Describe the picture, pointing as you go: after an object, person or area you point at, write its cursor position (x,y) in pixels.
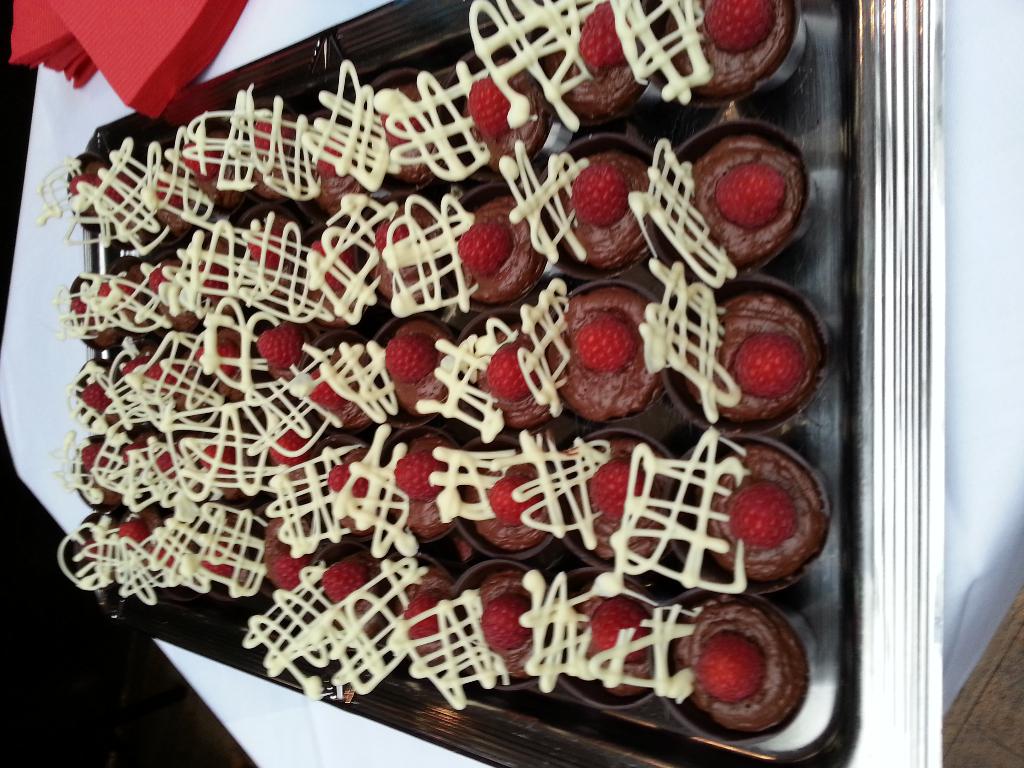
In this picture we can see some cup cakes (527,452) are placed on the plate (455,421), which is placed on the table (34,423).
